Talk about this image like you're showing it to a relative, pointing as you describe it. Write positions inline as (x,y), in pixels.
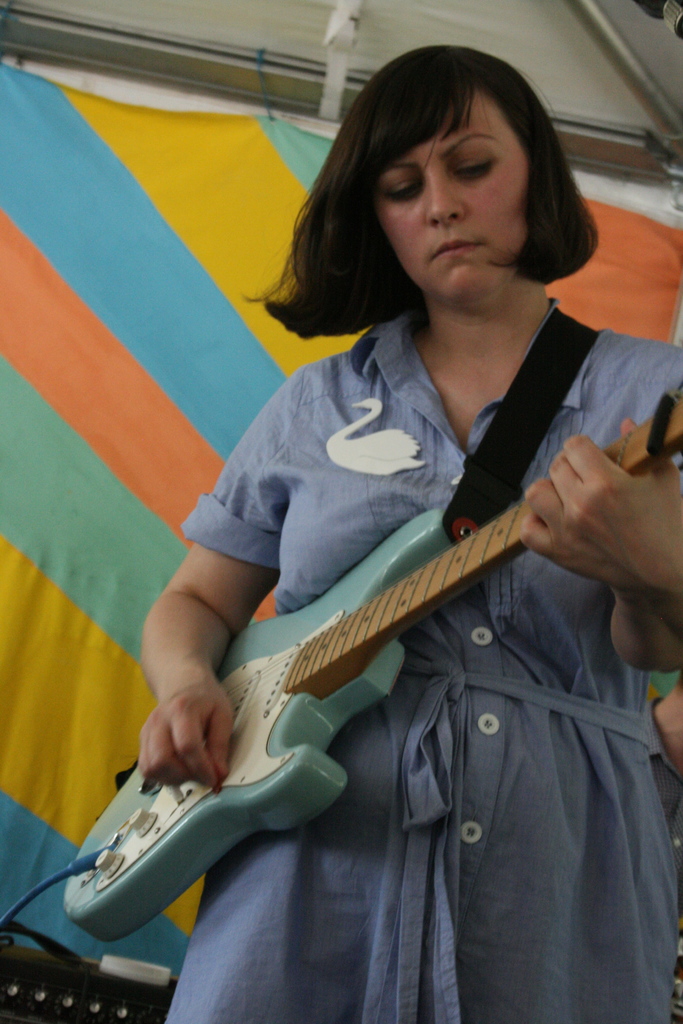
There is a lady (396,450) who is wearing a blue dress (393,395) is holding a guitar (246,704) in her hand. In the background (243,386) there is a sheet (228,143) covered.
